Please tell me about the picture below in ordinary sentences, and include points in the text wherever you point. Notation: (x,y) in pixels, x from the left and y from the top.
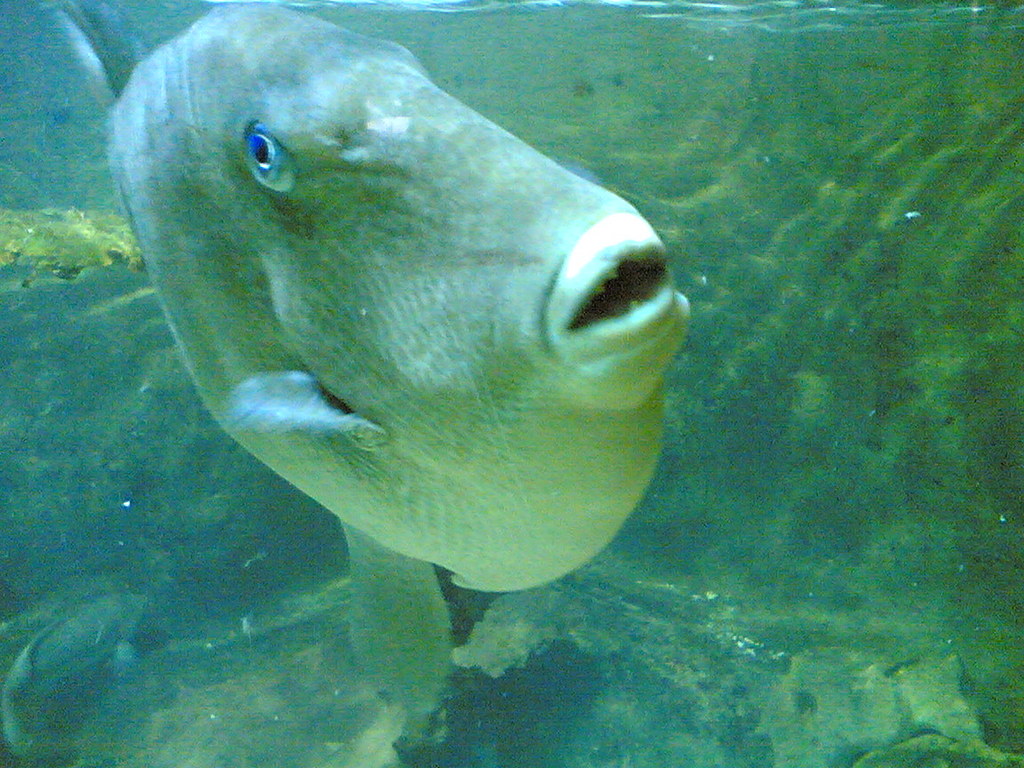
This picture shows a fish (359,170) in the water (738,214).
